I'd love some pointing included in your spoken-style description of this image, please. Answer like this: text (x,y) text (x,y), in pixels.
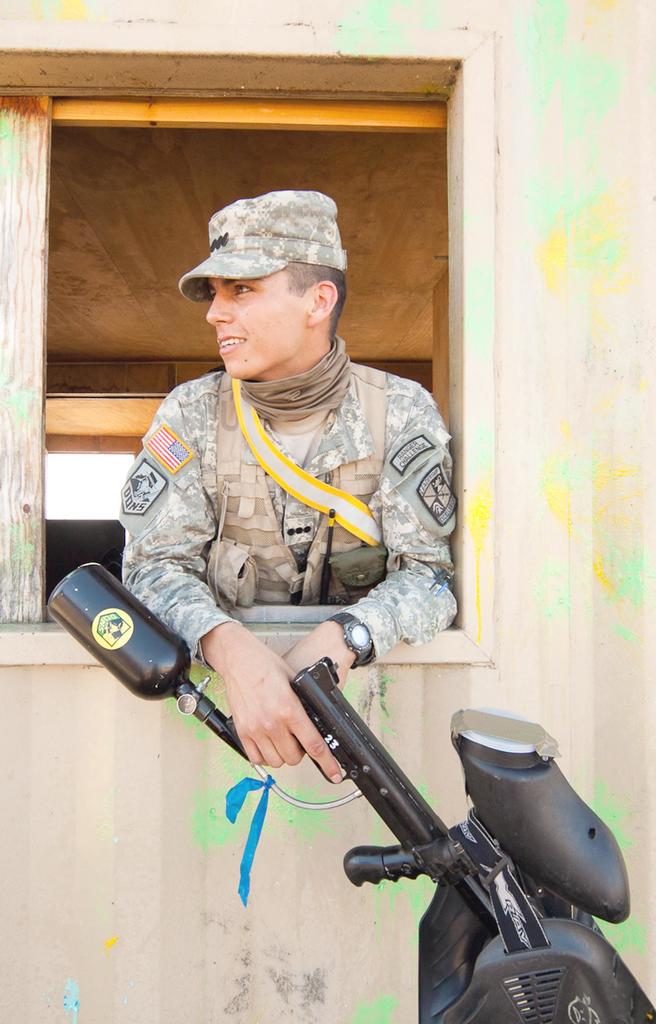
In the middle of this image (340,411), there is a person (337,380) in a uniform (148,550), wearing a cap (272,263), smiling, holding a gun (400,831) with a hand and leaning two elbows (173,553) on the wall (189,1) of a window (152,61). In the background (403,203), there is a roof (113,164) and there is another window (114,497).
